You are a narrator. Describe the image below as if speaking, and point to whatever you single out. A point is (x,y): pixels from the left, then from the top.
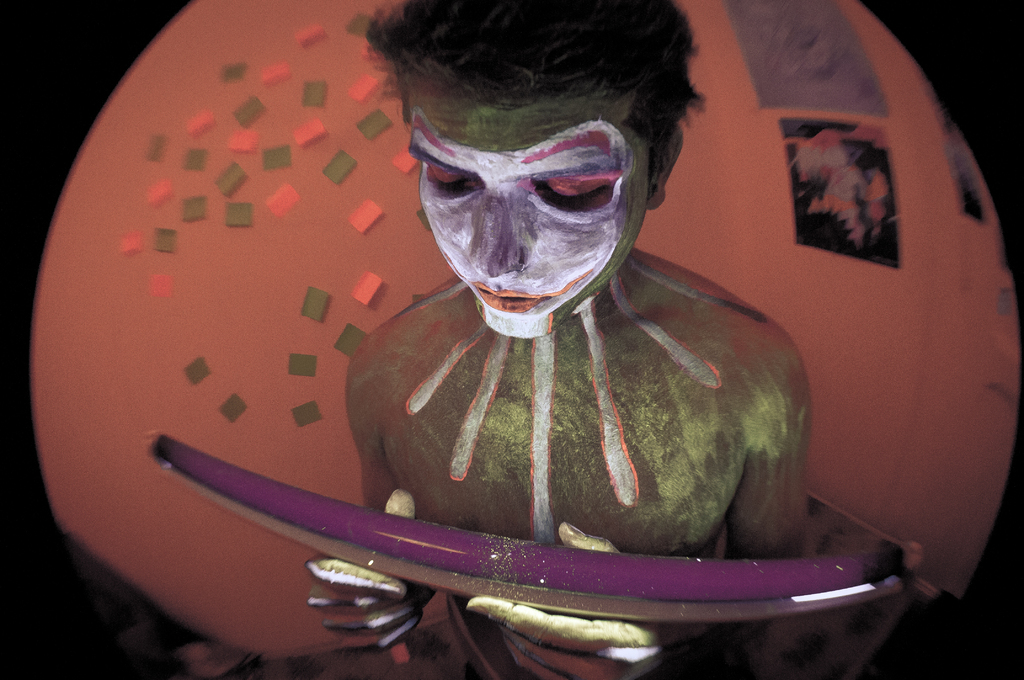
Painting (544,269) on a person (544,269). This person (543,434) is holding an object (615,592). Back Side we can see an orange wall (104,421). On this wall (131,560) there are posters (865,153) and sticky notes (150,158).
